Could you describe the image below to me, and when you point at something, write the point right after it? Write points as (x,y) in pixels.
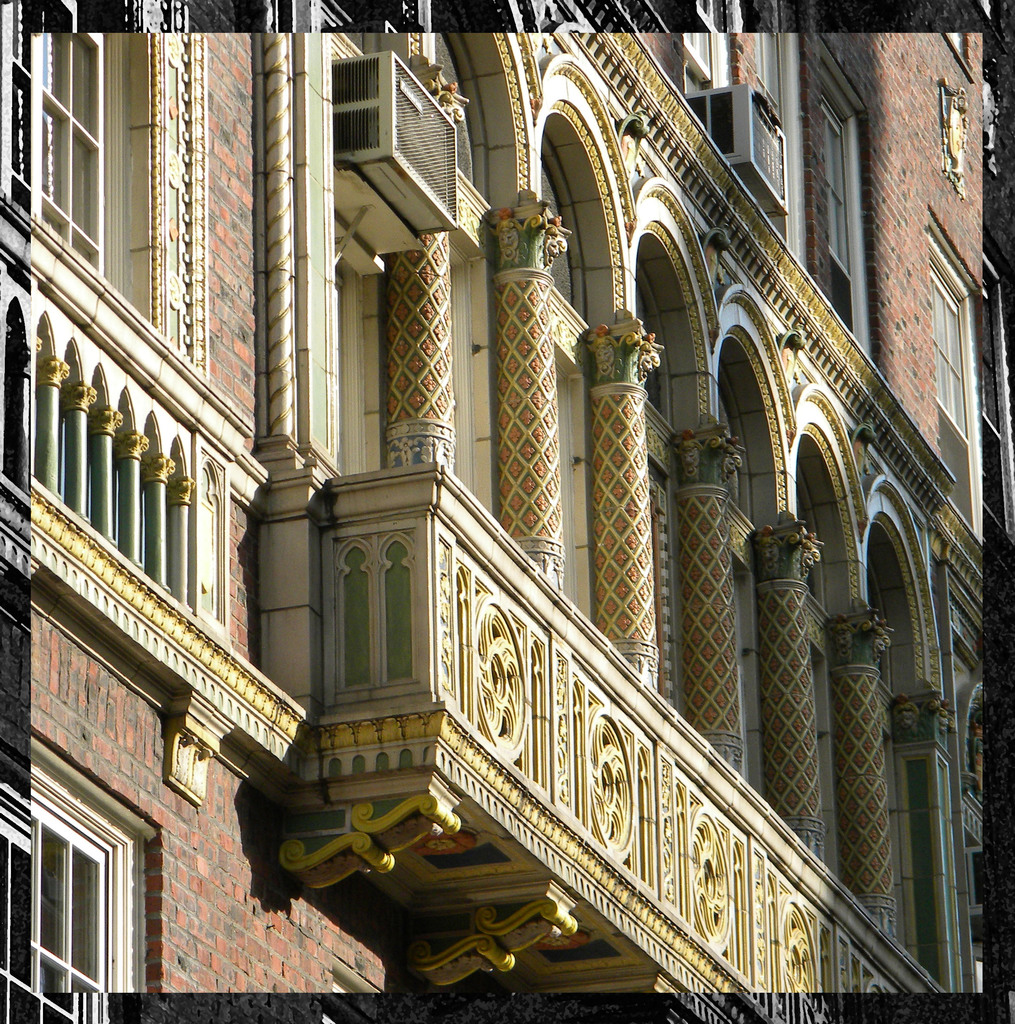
There is a frame (1001,934). In which, there is a building (685,610) which is having brick wall (813,200), glass windows (82,143), pillars (602,532) and air conditioners (774,158).
